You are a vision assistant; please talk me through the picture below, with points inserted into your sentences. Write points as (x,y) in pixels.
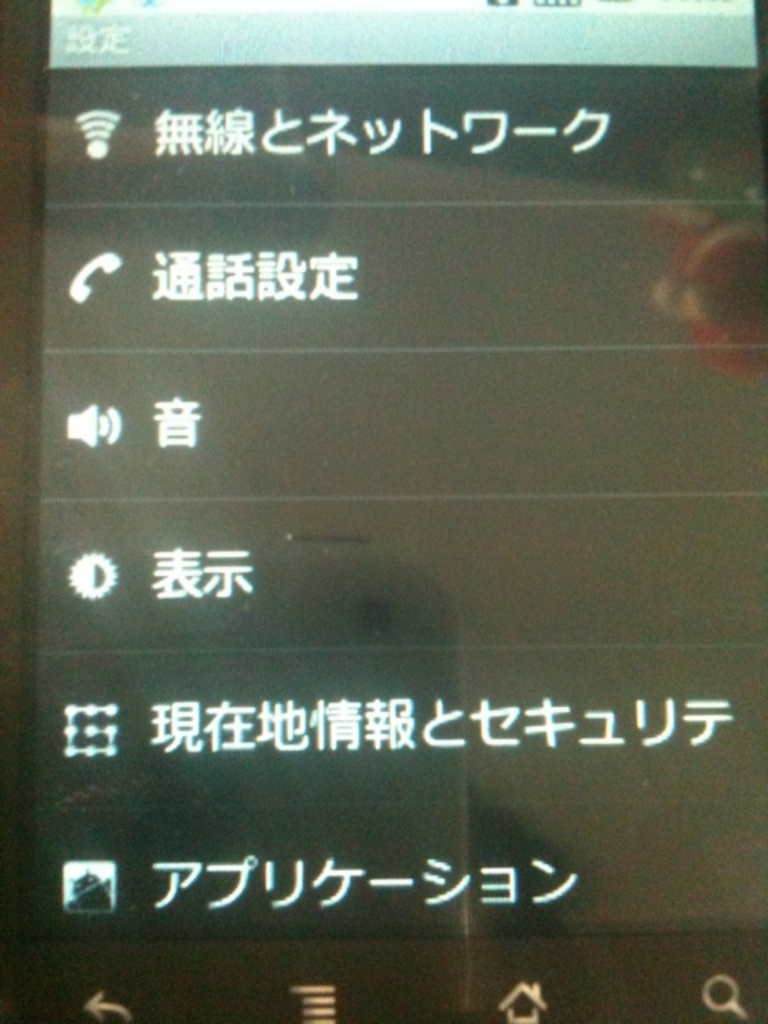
In this image I can see the mobile screen (402,244) which is black in color and I can see few white colored words (282,294) written on it. To the bottom of the image (300,1023) I can see few symbols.
